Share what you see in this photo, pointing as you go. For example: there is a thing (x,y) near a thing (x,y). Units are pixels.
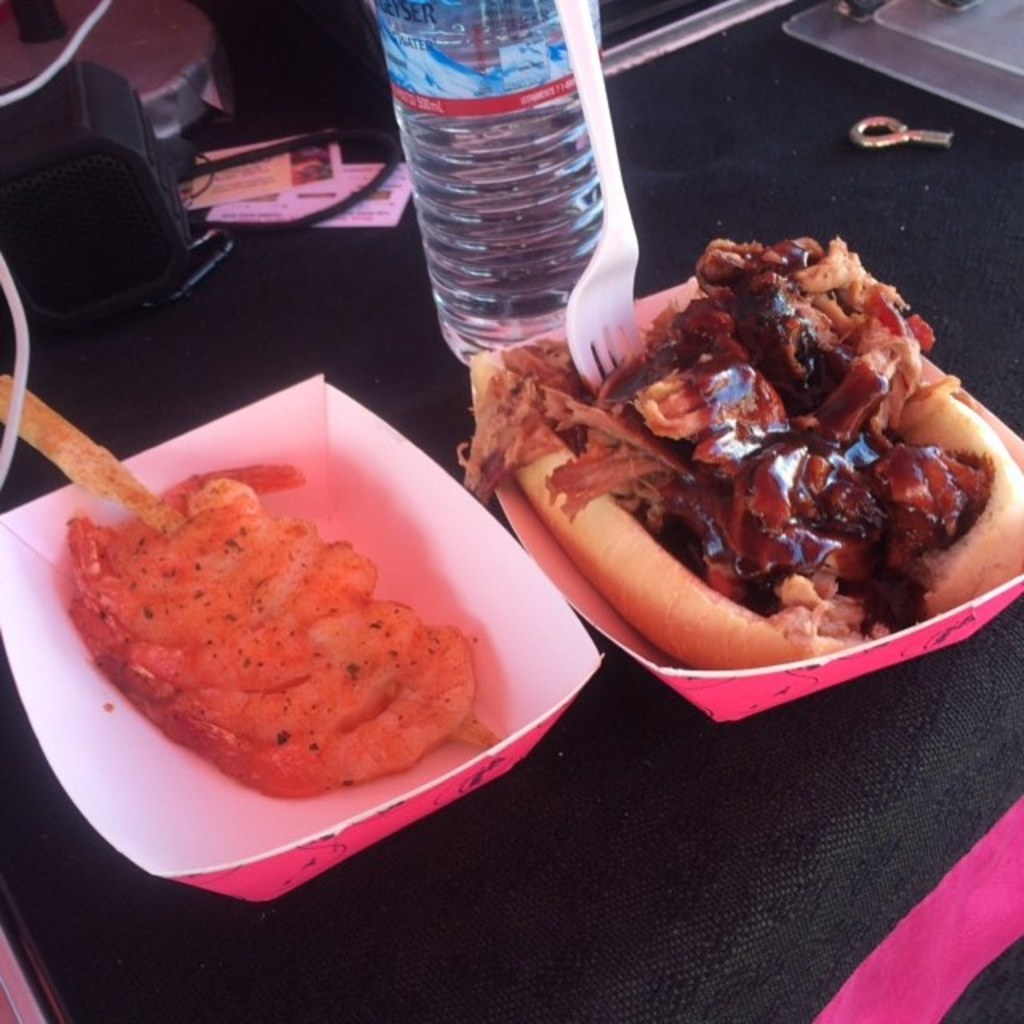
In this picture we can see food (624,618) in the paper plates (540,635), beside to the plates (574,661) we can find a bottle (521,62) and other things (214,198), and also we can see a fork (593,116).
